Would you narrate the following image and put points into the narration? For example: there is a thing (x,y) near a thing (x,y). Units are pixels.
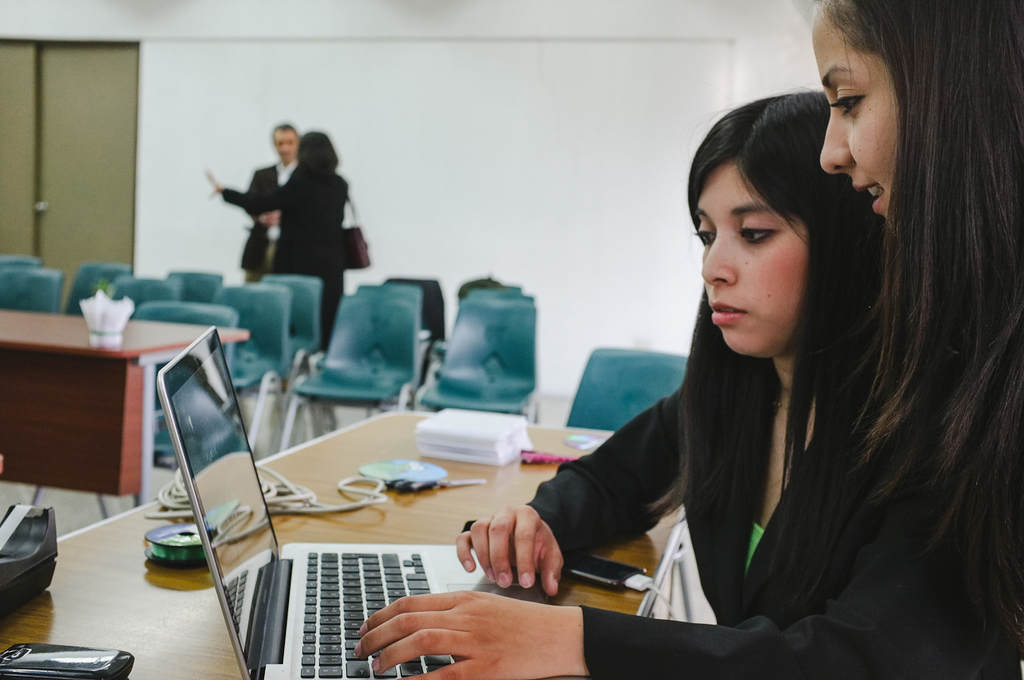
Two women (533,552) are looking into laptop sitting at a table (531,472). There some items (159,551) on the table (140,606). There are some chairs (517,346) and a table (73,321) in the background (164,289). A man (278,178) and a woman (316,141) are talking at a distance.
